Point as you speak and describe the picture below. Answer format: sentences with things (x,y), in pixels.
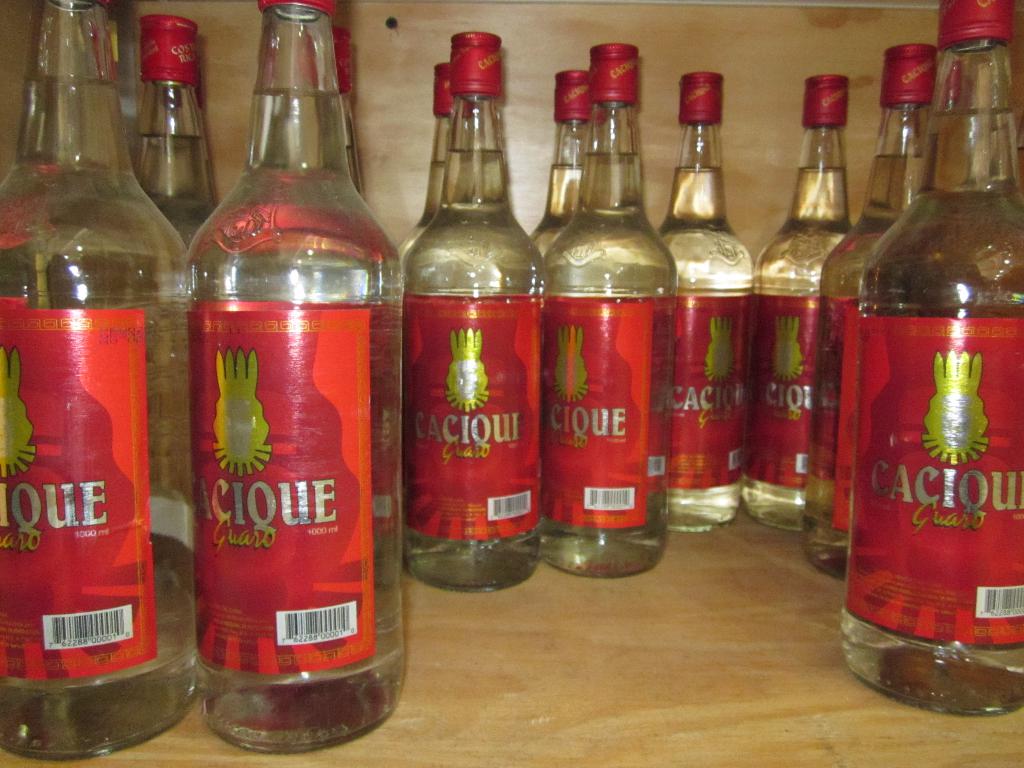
In this picture we can see a number of bottles (470,427) placed on a shelf (765,692) and they have a tight seal (487,82) on them.
